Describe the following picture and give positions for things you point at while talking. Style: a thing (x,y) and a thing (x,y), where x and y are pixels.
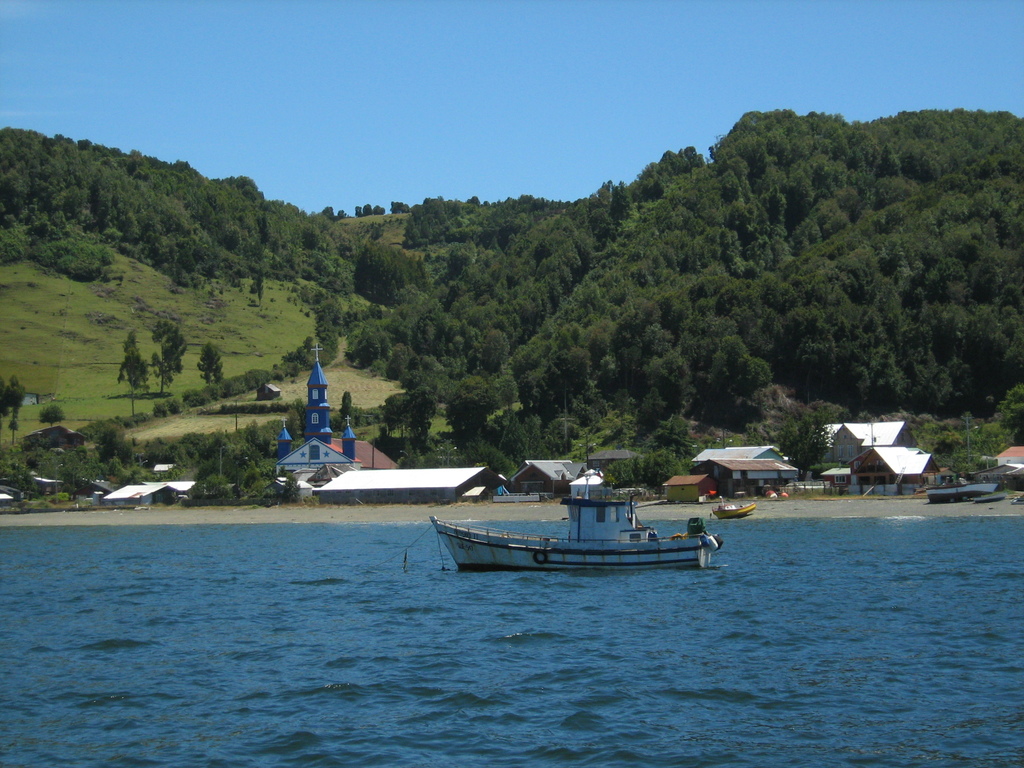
In this image there is water (506,616) and we can see a boat (579,550) on the water (531,584). In the background (317,481) there are sheds (317,468), trees (243,251), hills (415,222) and sky (432,125).
